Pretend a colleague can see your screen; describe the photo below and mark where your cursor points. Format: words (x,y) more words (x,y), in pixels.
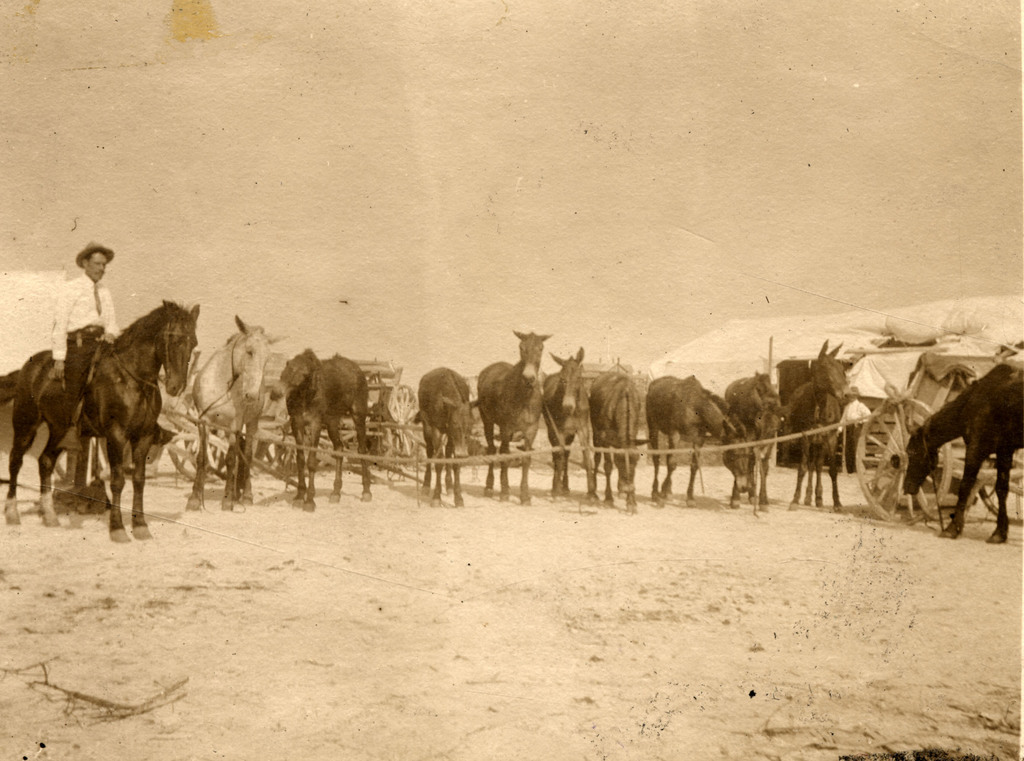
In this picture we can see a group of horses (94,380) standing, carts (928,373) on the ground (585,637) and a man (94,307) sitting on a horse (126,384) and this is a black and white picture.
